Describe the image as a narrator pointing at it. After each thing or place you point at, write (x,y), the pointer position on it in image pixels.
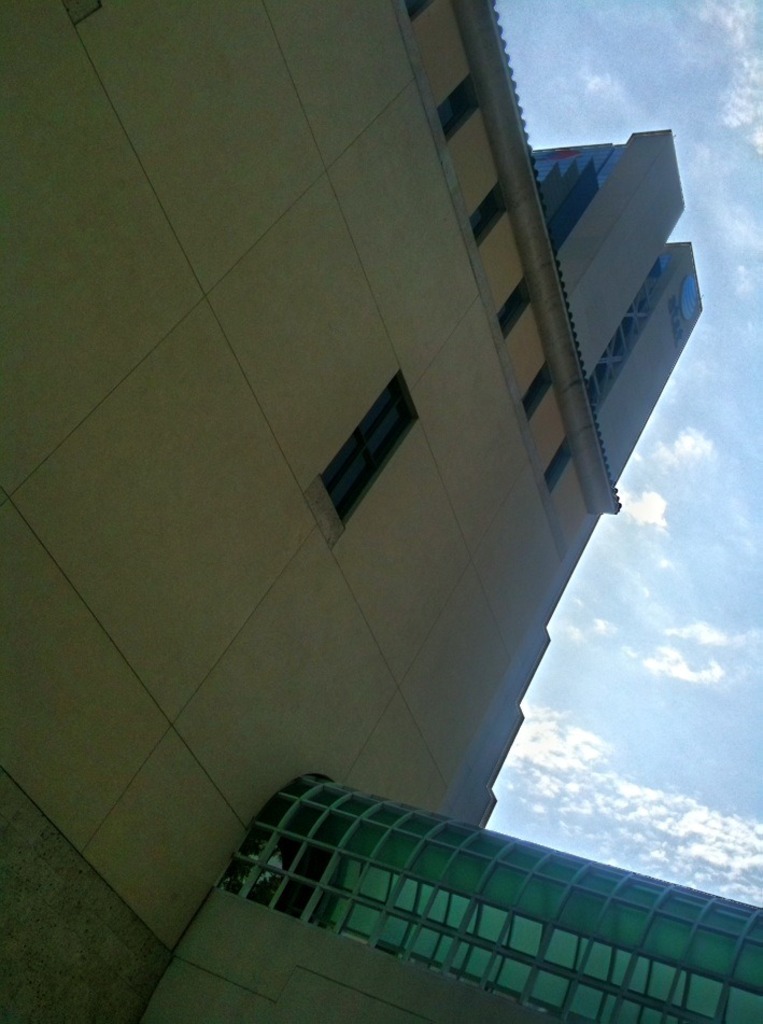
In the image there is a building (506,387) with windows (524,401) on the top (446,137) and above its sky (648,575) with clouds (610,84).
